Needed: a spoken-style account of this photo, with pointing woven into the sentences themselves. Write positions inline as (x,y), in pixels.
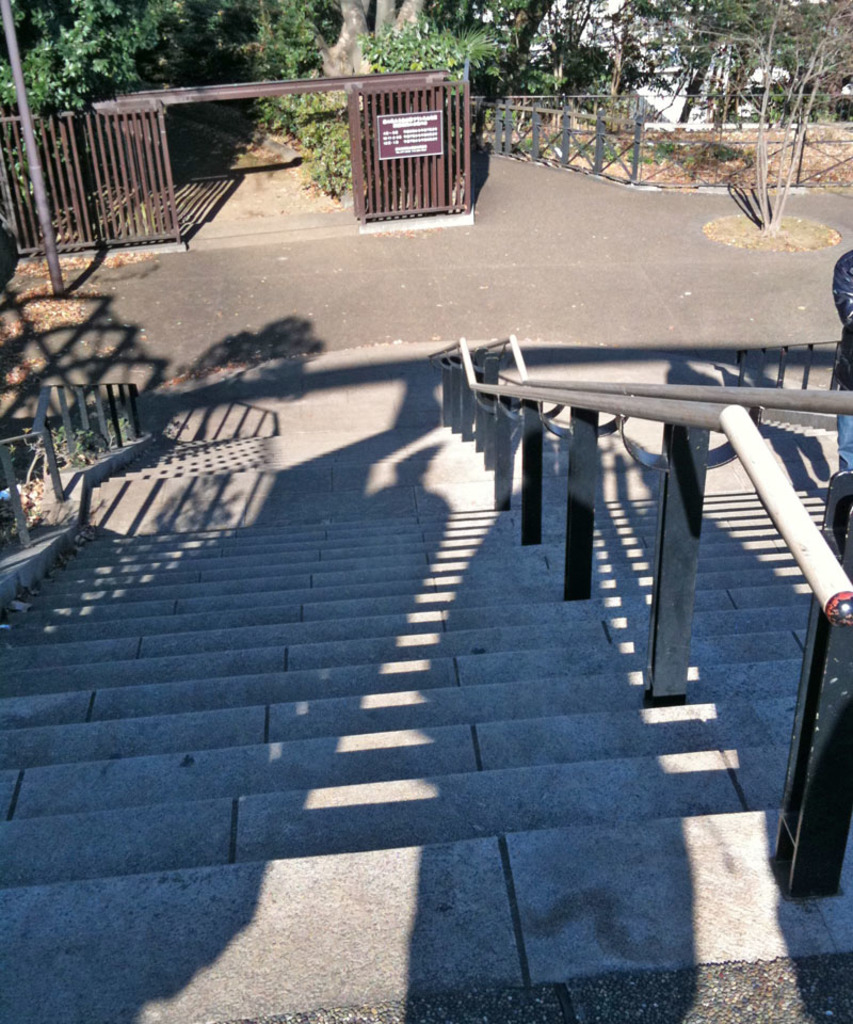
In the foreground (589,697), I can see steps (606,725) and metal rods (554,429). In the background (431,187), I can see a fence (418,187), trees (9,78), pole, grass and so on. This picture might be taken in a day.
